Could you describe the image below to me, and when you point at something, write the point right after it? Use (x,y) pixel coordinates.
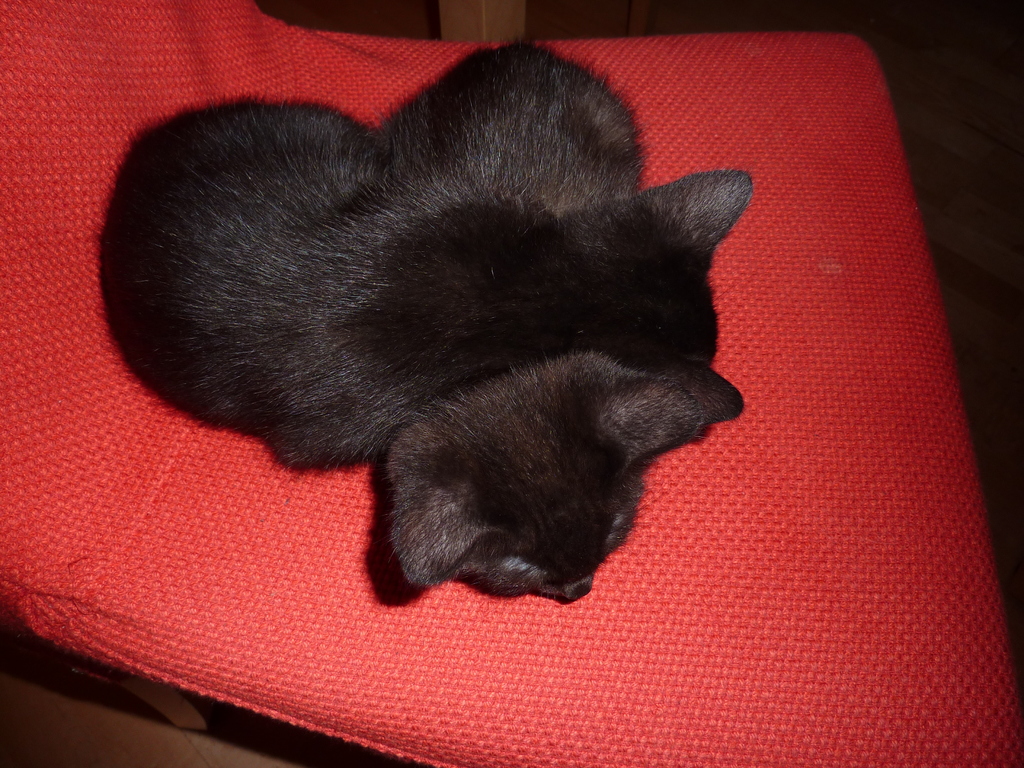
In the center of this picture (480,392) we can see the two animals (465,259) seems to be sitting on a red color chair (619,617). In the background (885,55) we can see some other objects (512,3).
